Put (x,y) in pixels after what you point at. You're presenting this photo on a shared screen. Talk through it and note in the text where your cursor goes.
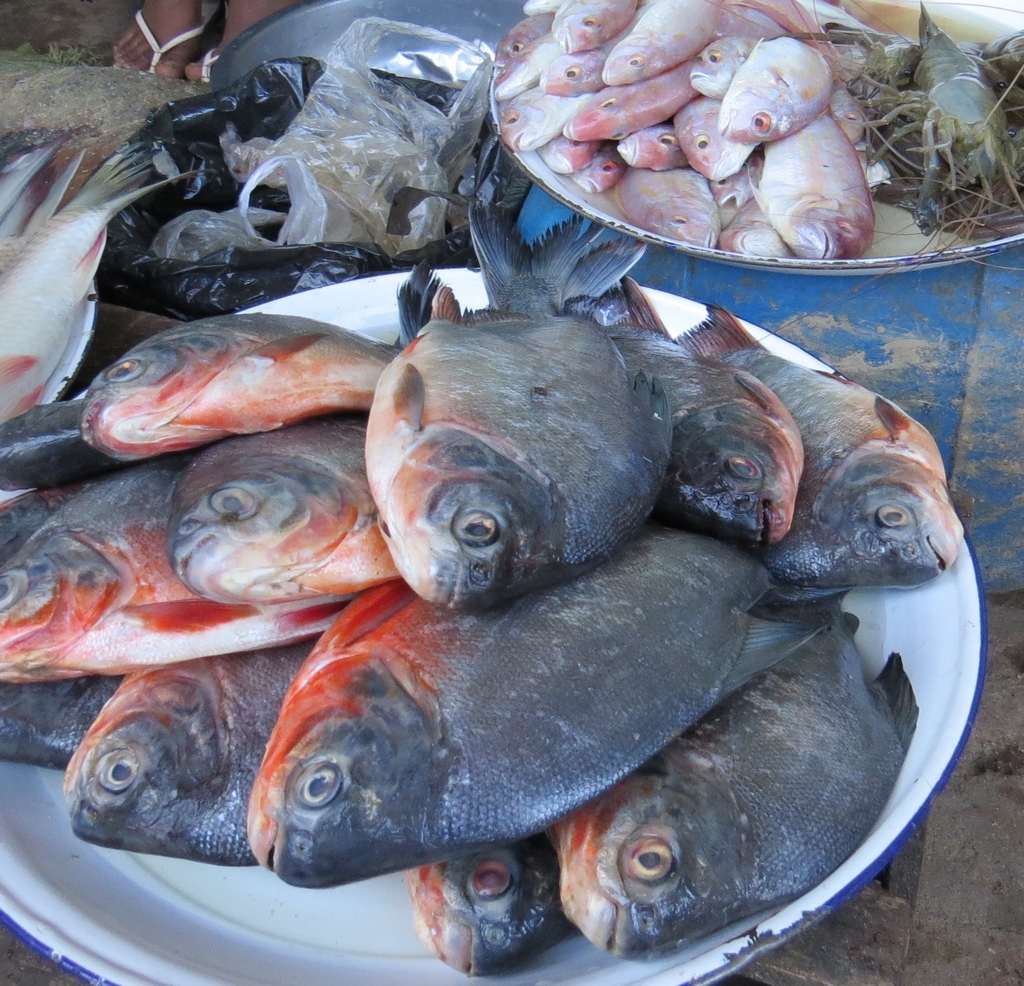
In this image we can see some fishes (450,632) which are of black color, pink color and there are some prawns (898,105) in the plates (948,20).
